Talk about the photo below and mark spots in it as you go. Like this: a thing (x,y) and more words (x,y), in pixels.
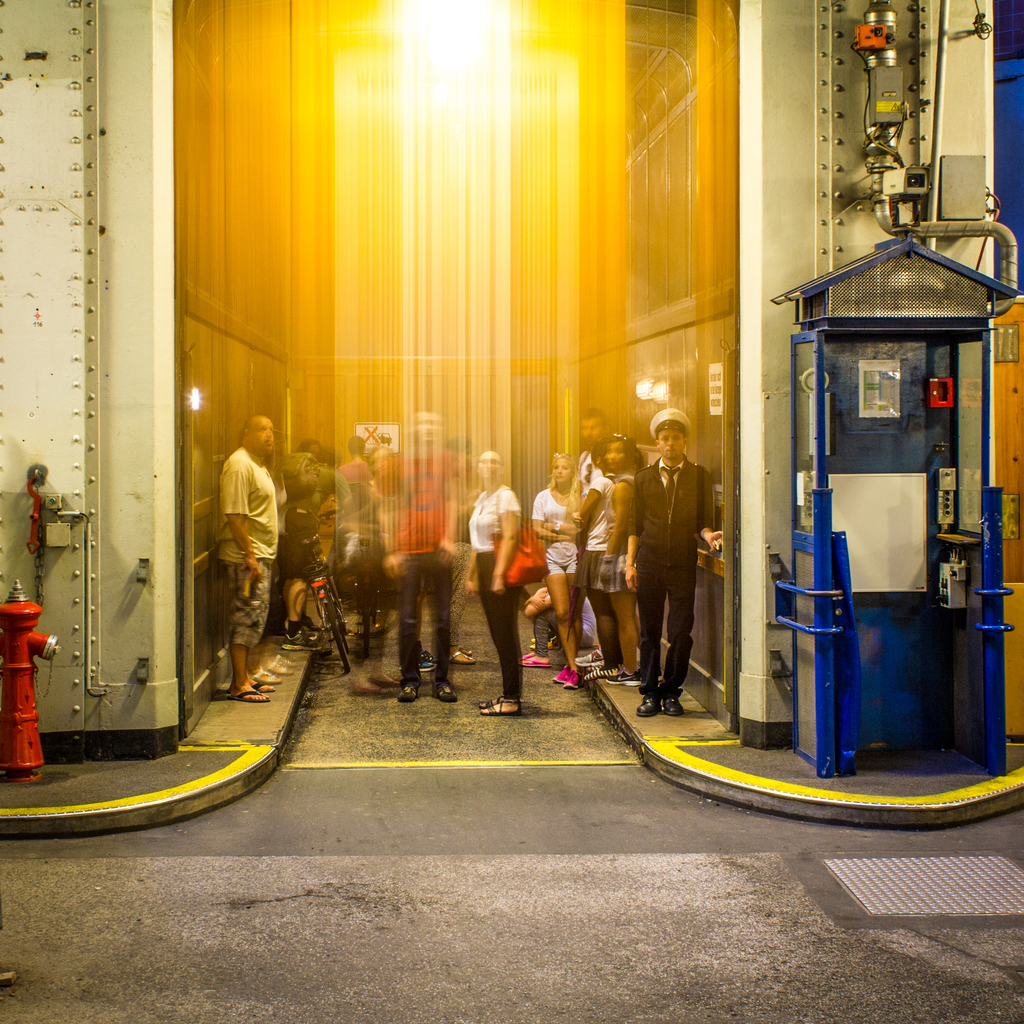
In this image I can see number of people (361,512) are standing. Here I can see a blue colour booth (836,444) and I can also see a red colour fire hydrant (6,603) over here.
